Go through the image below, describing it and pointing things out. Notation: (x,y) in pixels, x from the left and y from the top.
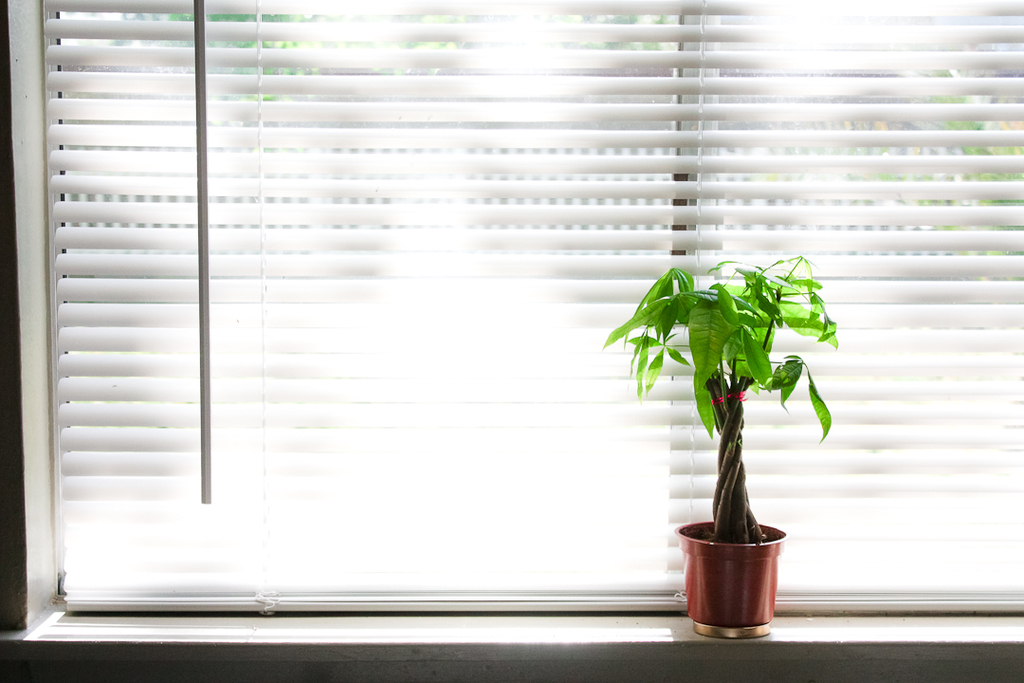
There is a plant (738,540). Behind that there is a window blind (516,253).
